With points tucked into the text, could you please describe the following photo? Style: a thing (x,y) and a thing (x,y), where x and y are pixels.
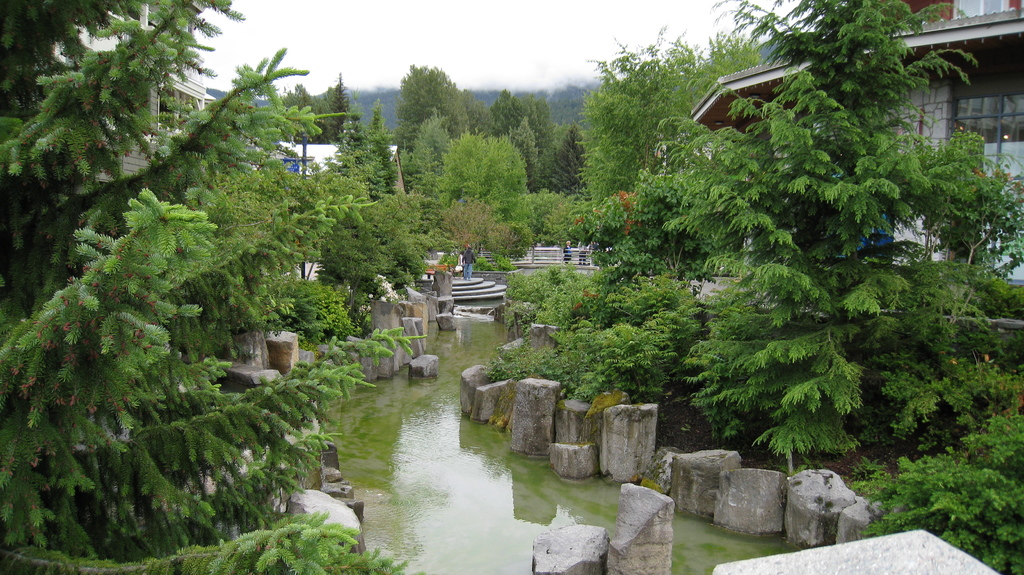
In this picture we can see water (444,392) and rocks (522,388) in the middle (432,320), on the right side (980,244) and left side (59,312) there are some trees (205,305) and buildings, in the background (486,288) we can see stairs (482,288), a person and trees (624,143), there is the sky (398,62) at the top of the picture (372,57).
